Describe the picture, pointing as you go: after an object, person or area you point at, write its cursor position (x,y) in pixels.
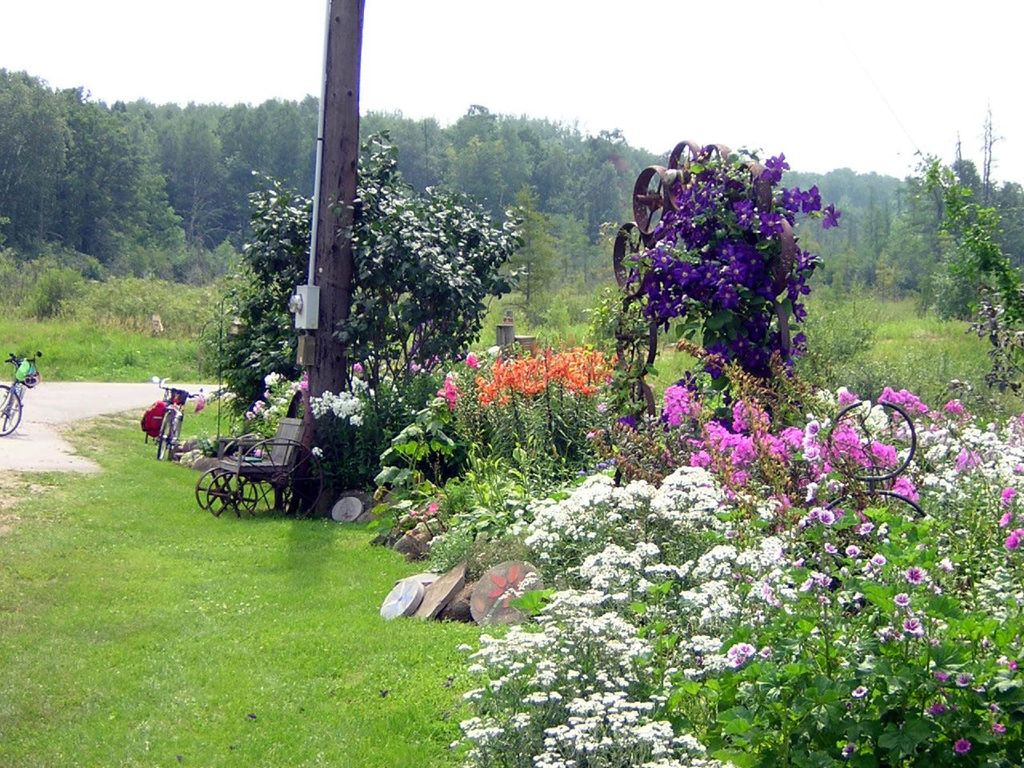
In this image there are flower plants (681,464) on the right side (879,545). In the background (153,130) there are trees (496,141). In the middle (349,268) there is a pole (332,307) on the ground (208,627). On the left side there are two cycles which are parked on the ground (86,437). There are different color flowers (732,557) on the right side (777,542). On the ground (276,594) there is grass (280,609).
